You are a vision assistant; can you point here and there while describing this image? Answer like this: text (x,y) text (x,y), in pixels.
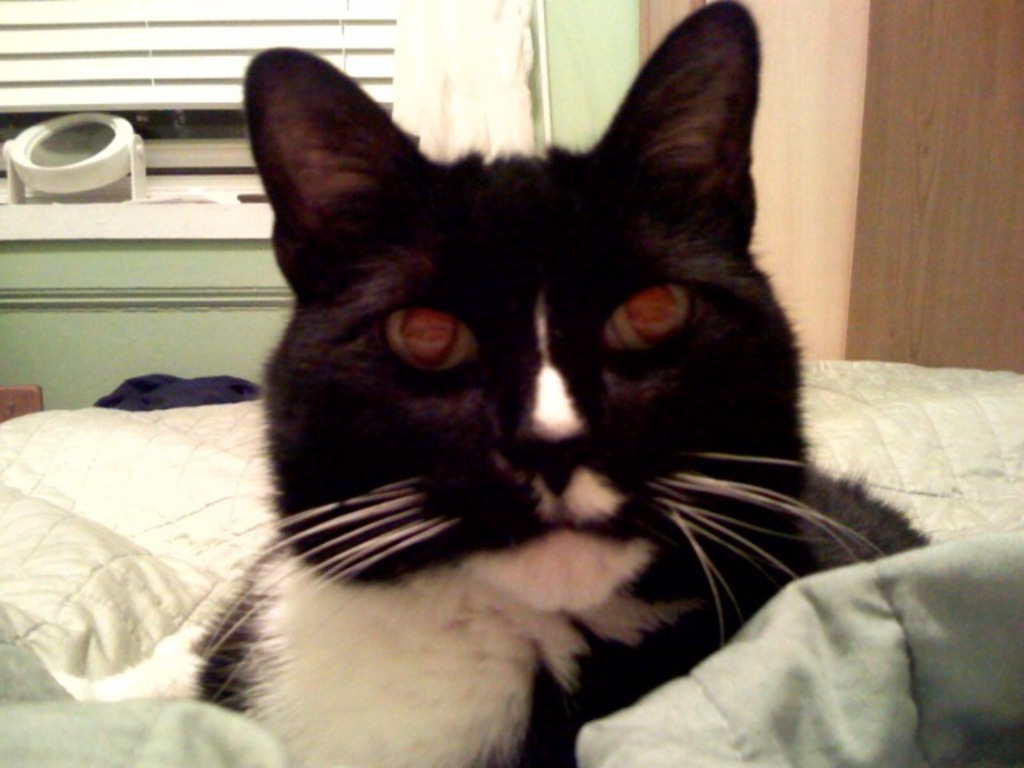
This is the picture of a room (938,254). In this image there is a cat (593,502) sitting on the bed (267,743). At the back (228,335) there is a window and there is a curtain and wall (113,326).
